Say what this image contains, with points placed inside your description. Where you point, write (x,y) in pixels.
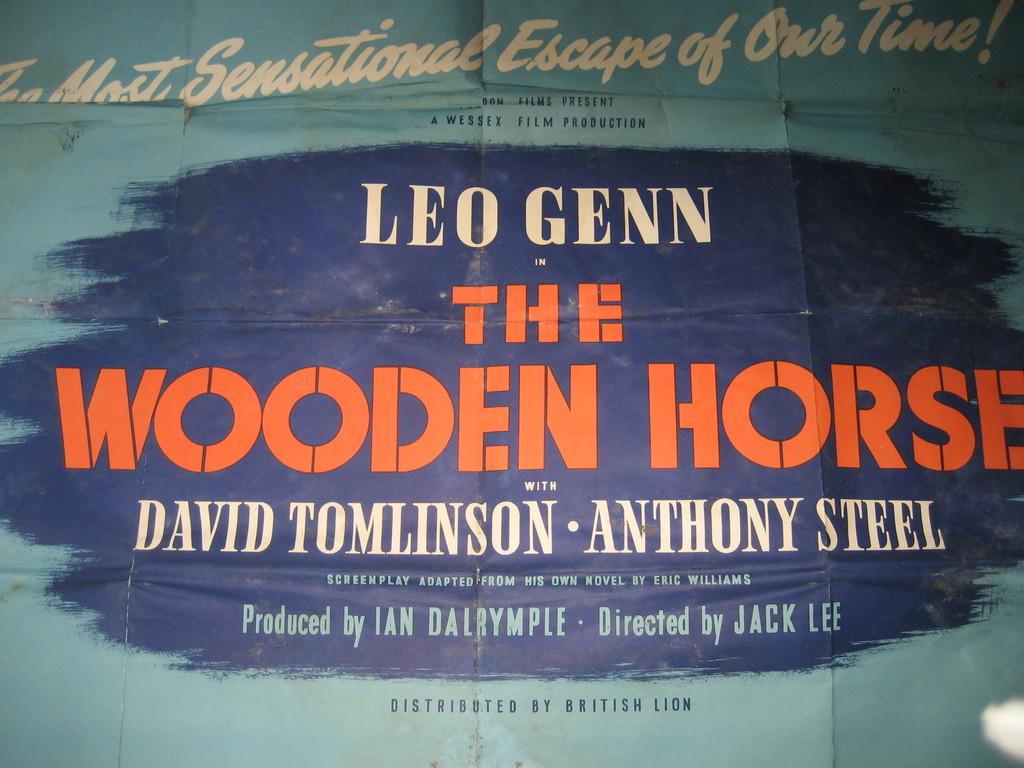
In the foreground of this picture (450,508), there is a banner (452,381) and some text (479,324) is written on it.
